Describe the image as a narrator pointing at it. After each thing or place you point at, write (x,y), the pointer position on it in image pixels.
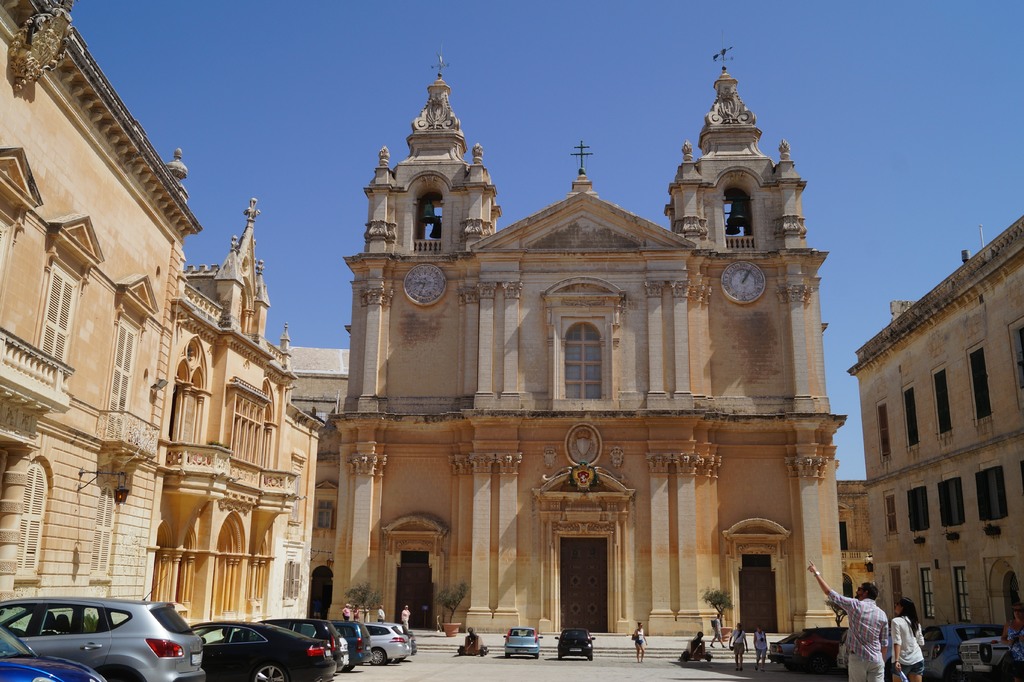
In this picture there are people (857,681) and we can see vehicles (1,664) and buildings (696,435). We can see clocks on the wall (545,418). In the background of the image (568,44) we can see the sky (886,229).
